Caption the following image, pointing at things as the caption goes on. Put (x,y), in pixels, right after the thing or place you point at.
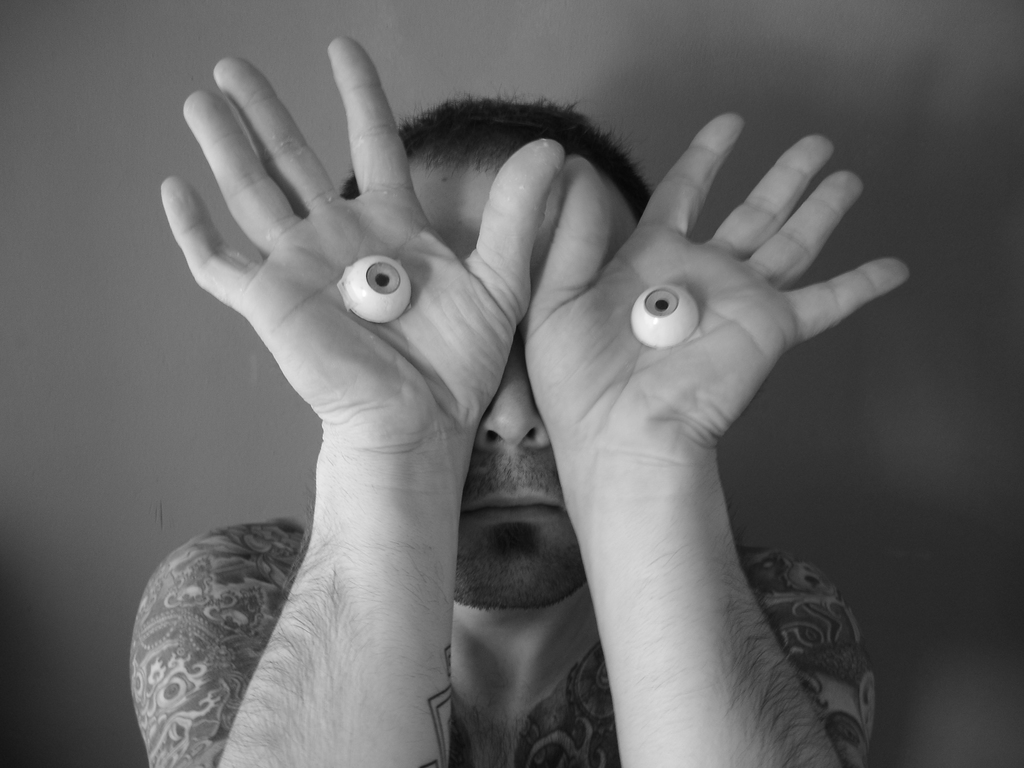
This is a black and white image. In this image we can see a man (467,605) holding a objects (354,302) in his hand (552,377).
